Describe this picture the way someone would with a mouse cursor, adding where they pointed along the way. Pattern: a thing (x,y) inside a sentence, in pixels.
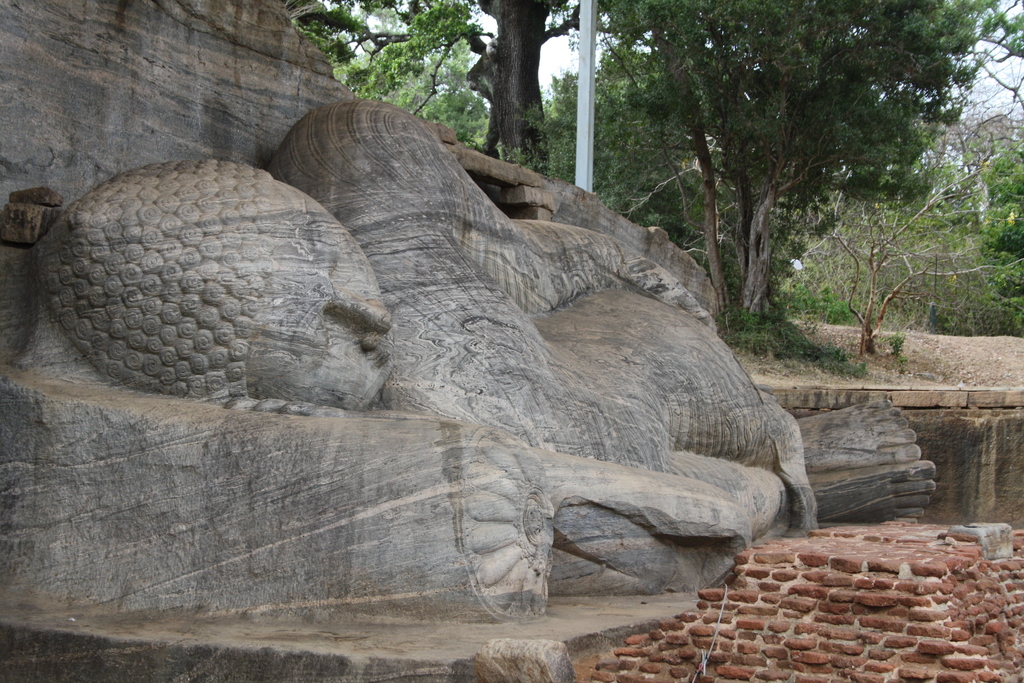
In the picture there is a stone carving (399,284) of a person (607,331) in a sleeping position and behind that there are many trees (800,168) and sky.
